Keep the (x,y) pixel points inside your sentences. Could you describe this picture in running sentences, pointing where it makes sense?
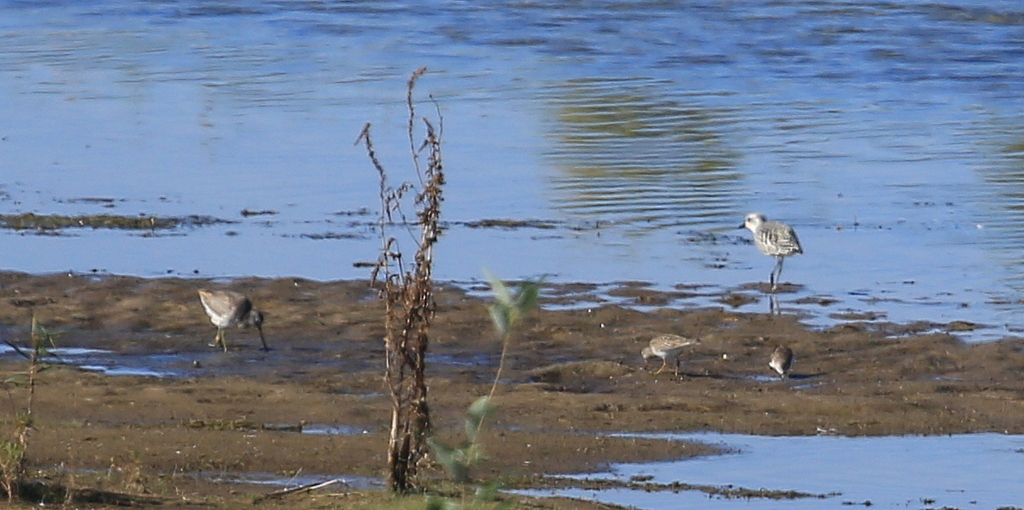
In this image we can see some birds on the ground (470,368). We can also see a water body (781,176) and some plants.
